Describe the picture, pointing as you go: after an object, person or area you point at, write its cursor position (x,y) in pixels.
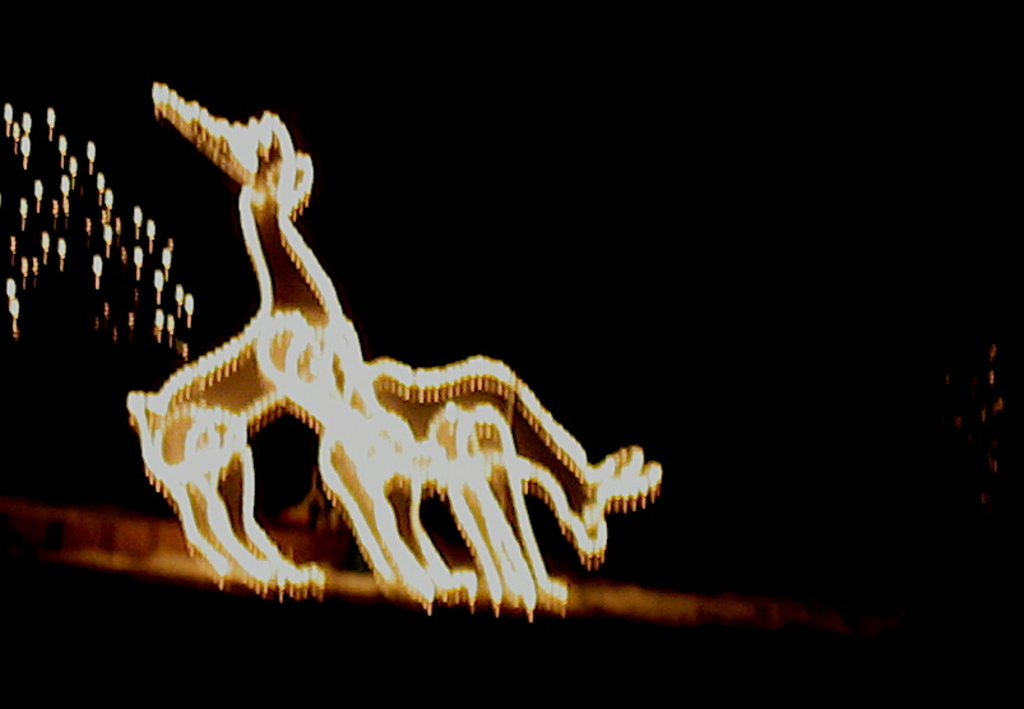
In this picture we can see a decor lights (411,503) which are arranged in the form of animals (366,483). In the background (791,344) the image is dark.
